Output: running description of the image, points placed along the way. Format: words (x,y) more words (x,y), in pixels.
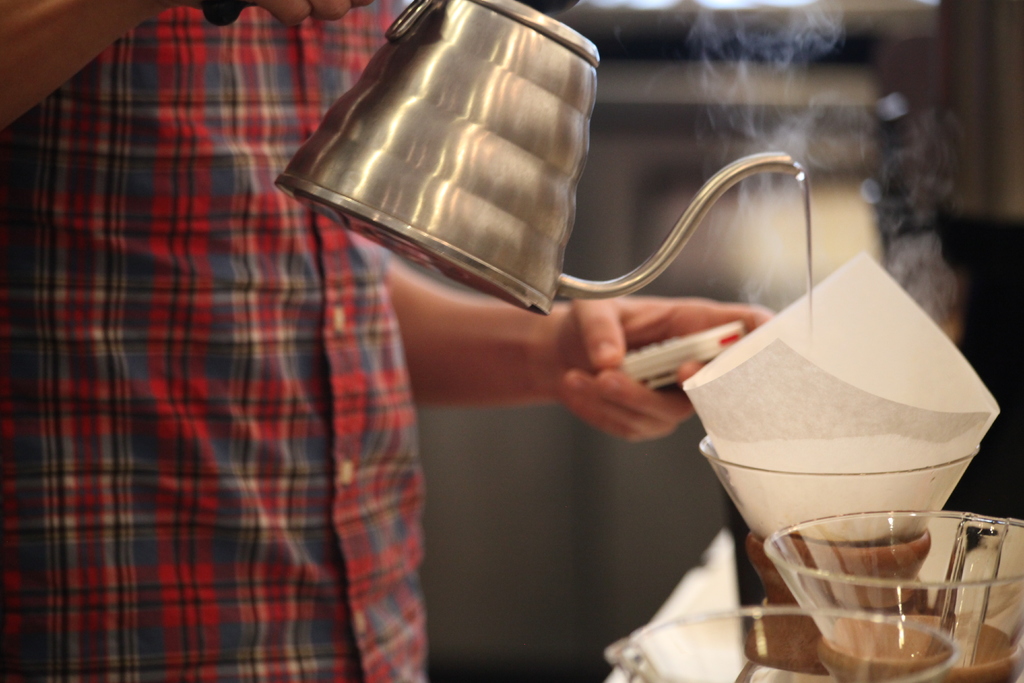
In this picture we can see a person (218,346) is holding a kettle (392,125), on the right side (833,596) we can see glasses (878,582) and a paper (854,447), there is a blurry background (982,40).
